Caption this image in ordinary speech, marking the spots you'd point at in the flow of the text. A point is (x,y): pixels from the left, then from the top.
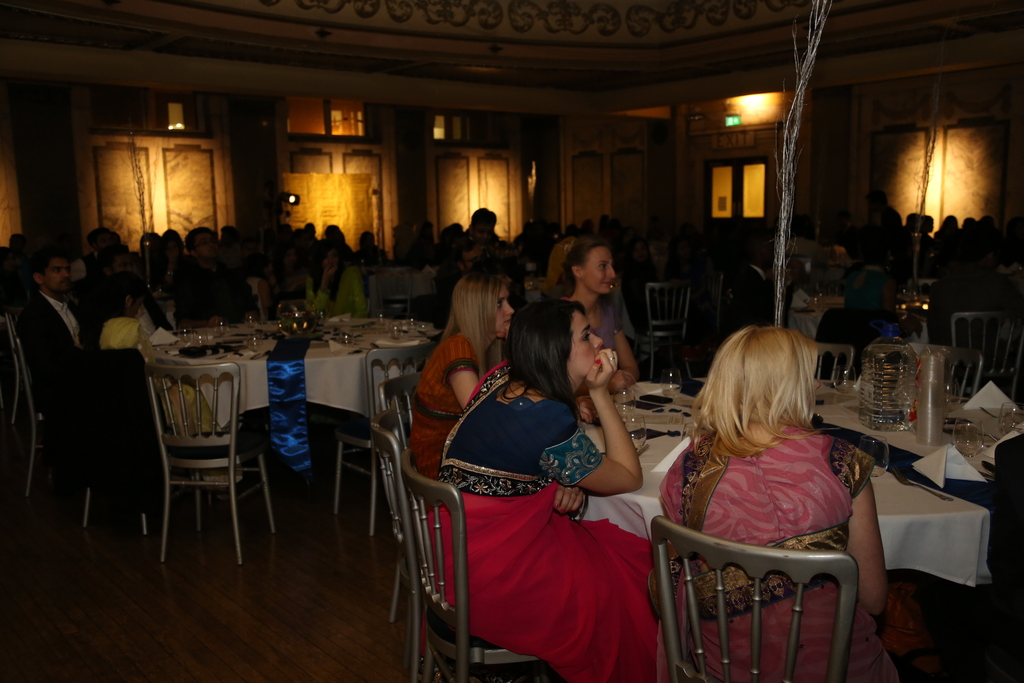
In this image I can see number of people (449,461) are sitting on chairs (409,512). I can also see few tables (938,521) and on these tables (678,396) I can see few glasses (964,448).
